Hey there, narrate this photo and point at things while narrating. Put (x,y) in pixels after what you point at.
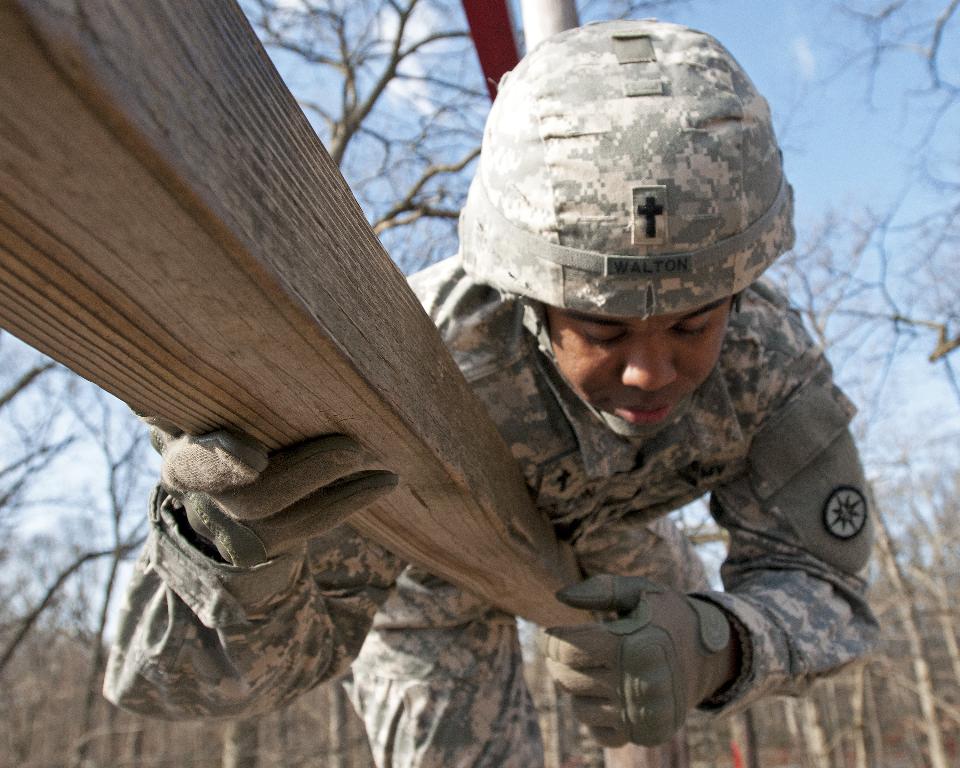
This picture is clicked outside. In the foreground (287,671) we can see a person (612,430) wearing uniform (528,394) and seems to be holding the wooden object (314,343). In the background (882,258) we can see the sky (886,98), trees (895,602) and some other objects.
